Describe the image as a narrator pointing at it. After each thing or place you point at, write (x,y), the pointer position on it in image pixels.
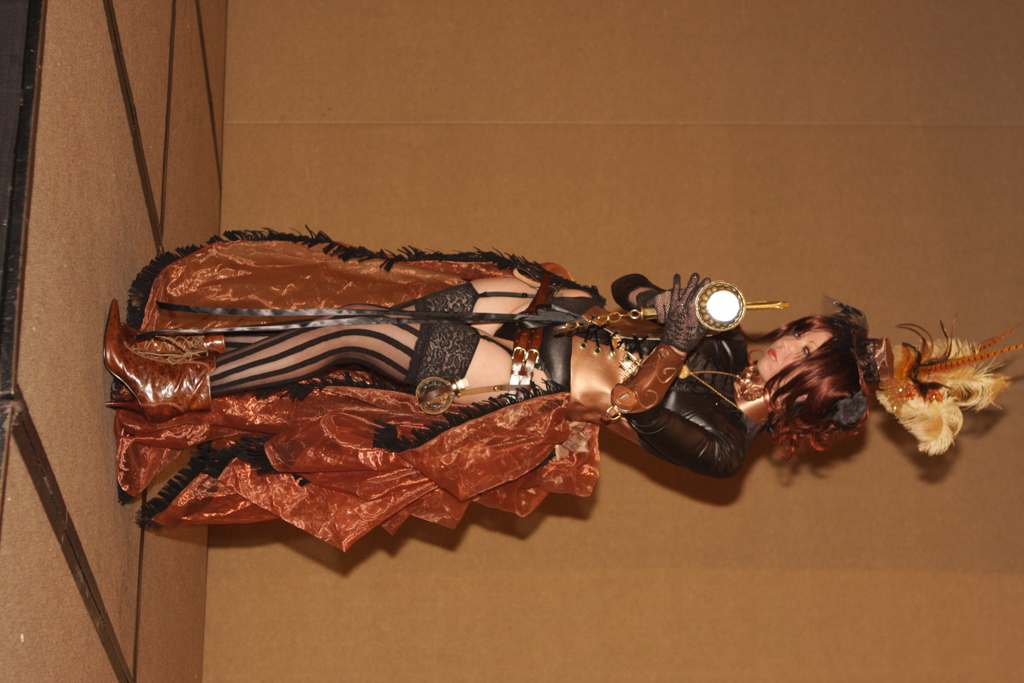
In this image there is one woman (453,396) standing in middle of this image (488,341) and holding an object (718,312). There is a wall (638,200) in the background (594,108). There is a floor (41,312) on the left side of this image (92,261).
